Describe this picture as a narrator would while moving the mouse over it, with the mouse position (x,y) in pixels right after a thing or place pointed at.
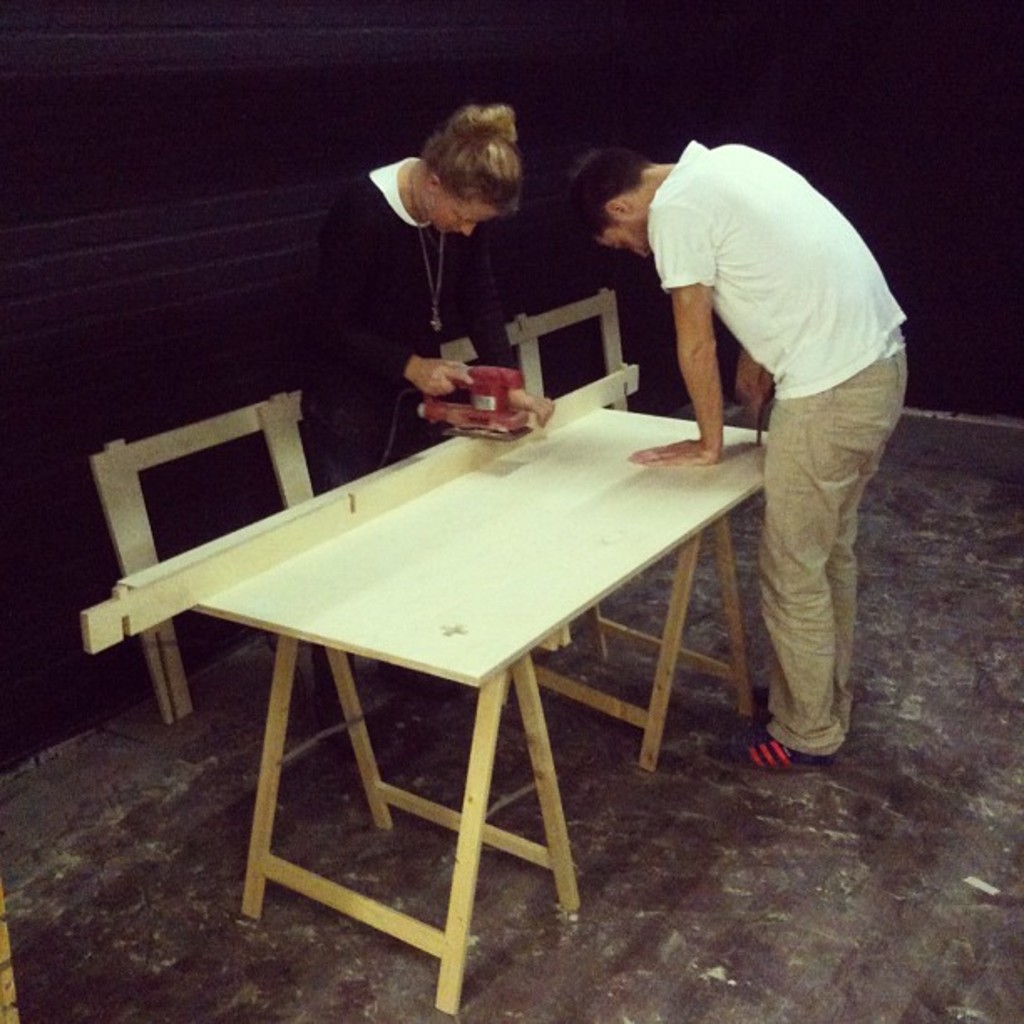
A lady (375,287) with black color dress (370,281) is standing. And sanding the wood (461,448) with sanding machine (490,413). In front of her there is a man (809,251) with white color t-shirt (788,288) is standing. There is a table (503,552).
